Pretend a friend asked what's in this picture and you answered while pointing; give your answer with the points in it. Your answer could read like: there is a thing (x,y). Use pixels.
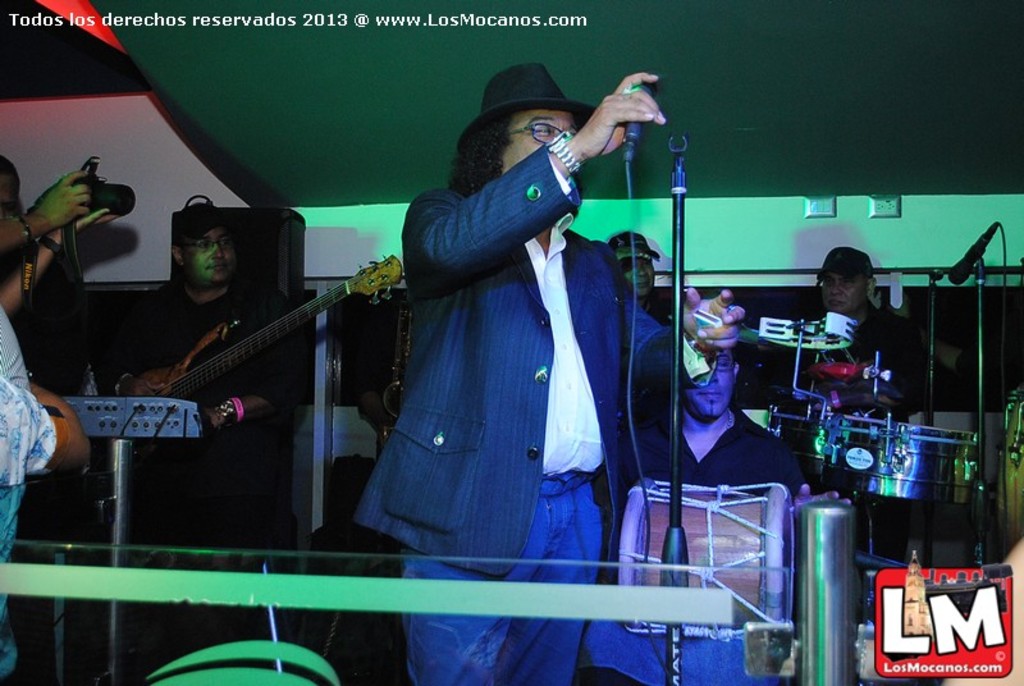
There are so many people (521,508) standing on a stage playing musical instruments (1015,498) holding microphones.
